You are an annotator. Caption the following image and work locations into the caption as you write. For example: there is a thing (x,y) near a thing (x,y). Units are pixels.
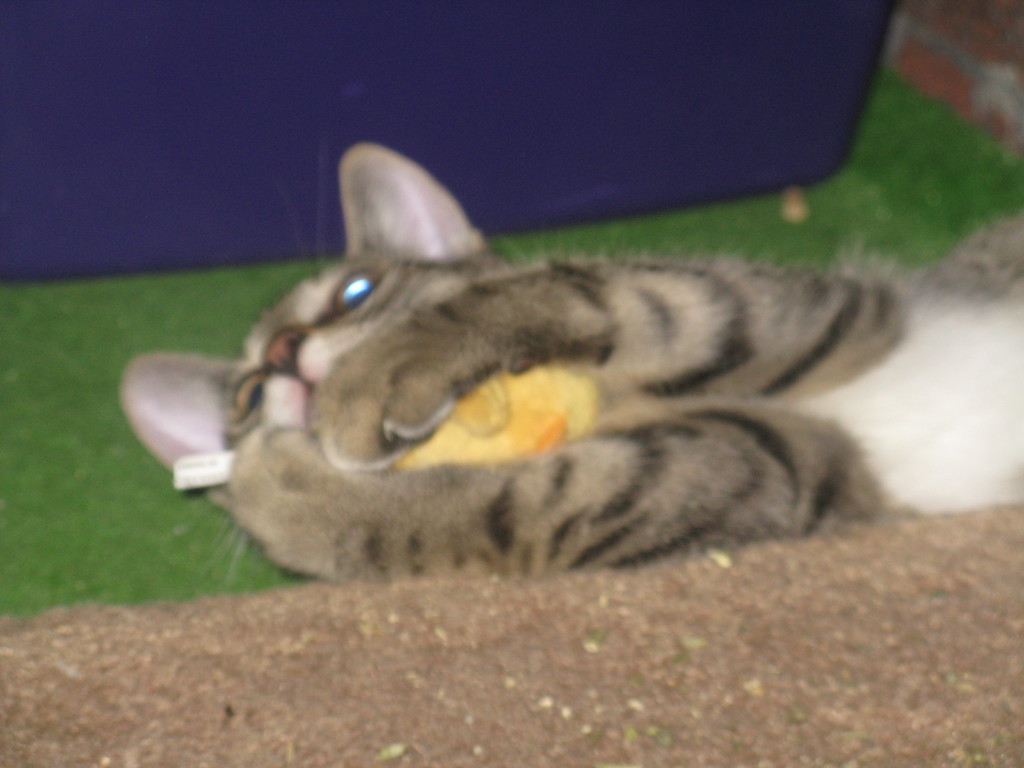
There is a cat (612,397) lying on the ground (685,607) and holding a yellow color thing (537,413). In the back (627,90) there is a blue color thing (615,108).
